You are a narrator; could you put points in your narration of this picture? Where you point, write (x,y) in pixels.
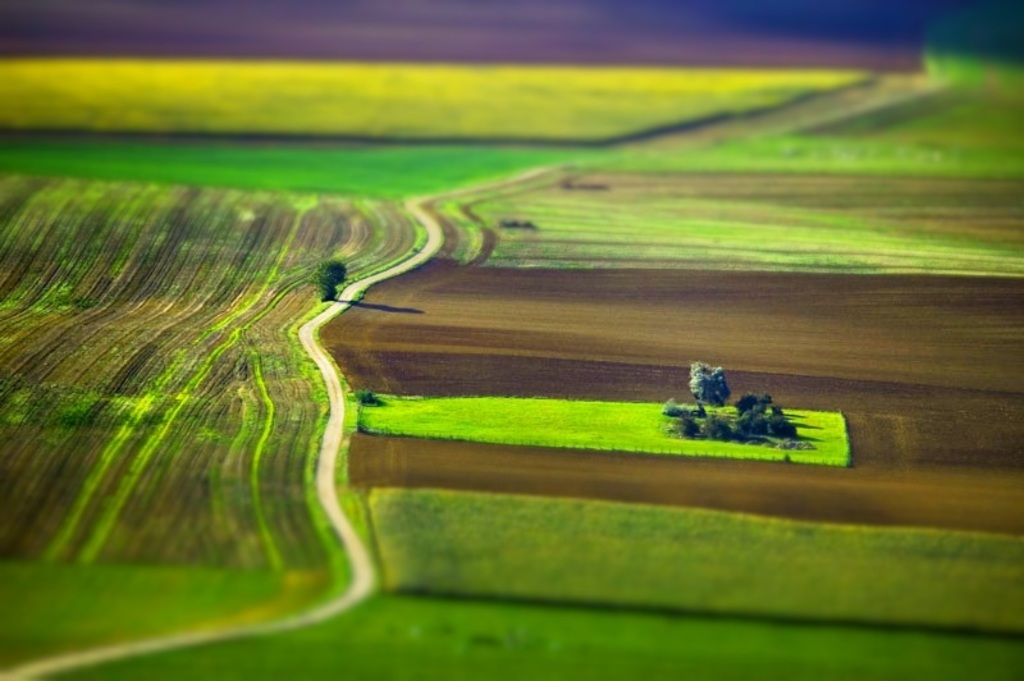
In this image I can see the ground (632,198) and I can see few trees (757,437), plants (773,433) and grass (346,181) in green color.
